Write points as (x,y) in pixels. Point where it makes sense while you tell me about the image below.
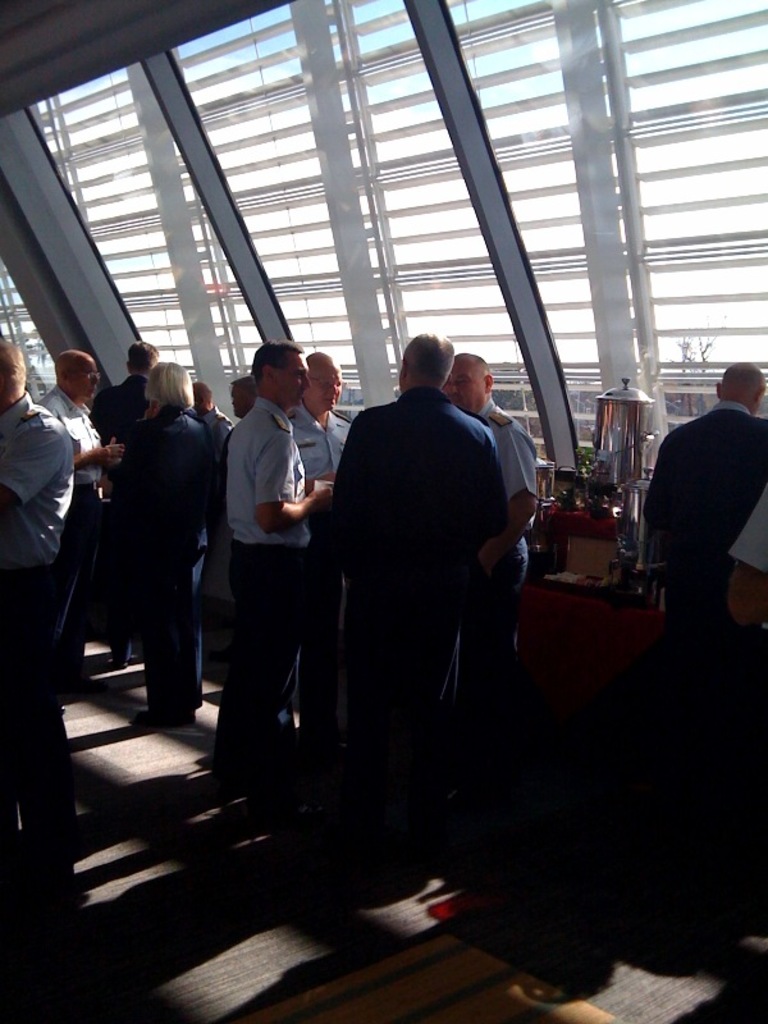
In this image I can see people (415,654) are standing on the floor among them some are holding some objects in their hands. Here I can see a table (594,609) which has some objects (547,550) on it.
